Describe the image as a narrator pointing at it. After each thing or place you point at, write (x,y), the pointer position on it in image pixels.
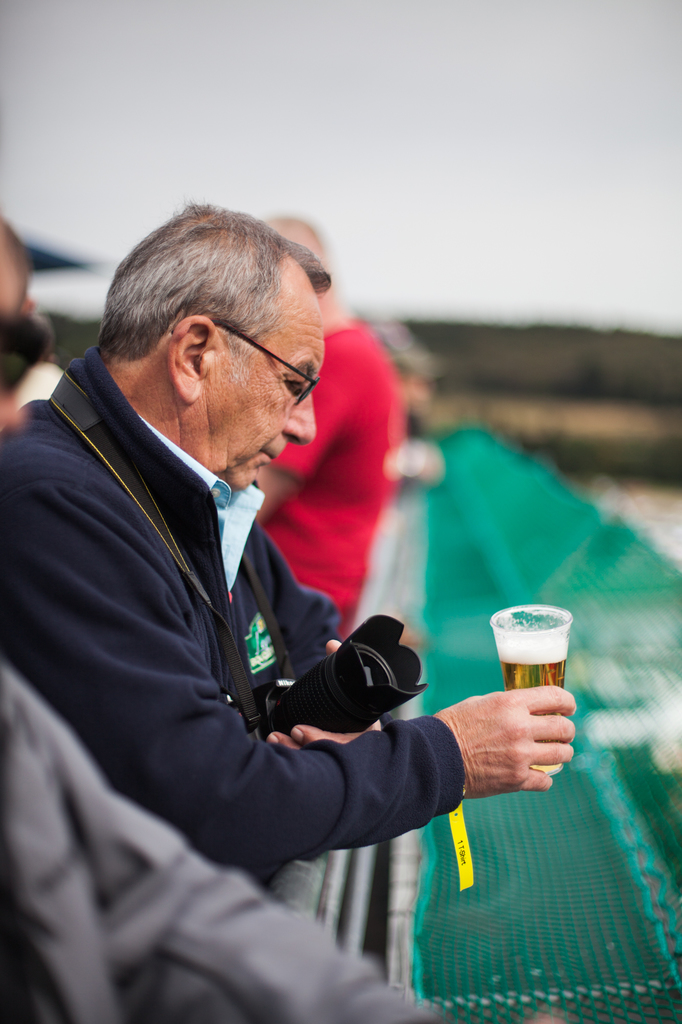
In this image we can see a few people (339,791), among them one person (338,803) is holding a camera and a glass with drink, also we can see an object (676,678), which looks like a net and in the background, we can see the sky (513,110).
